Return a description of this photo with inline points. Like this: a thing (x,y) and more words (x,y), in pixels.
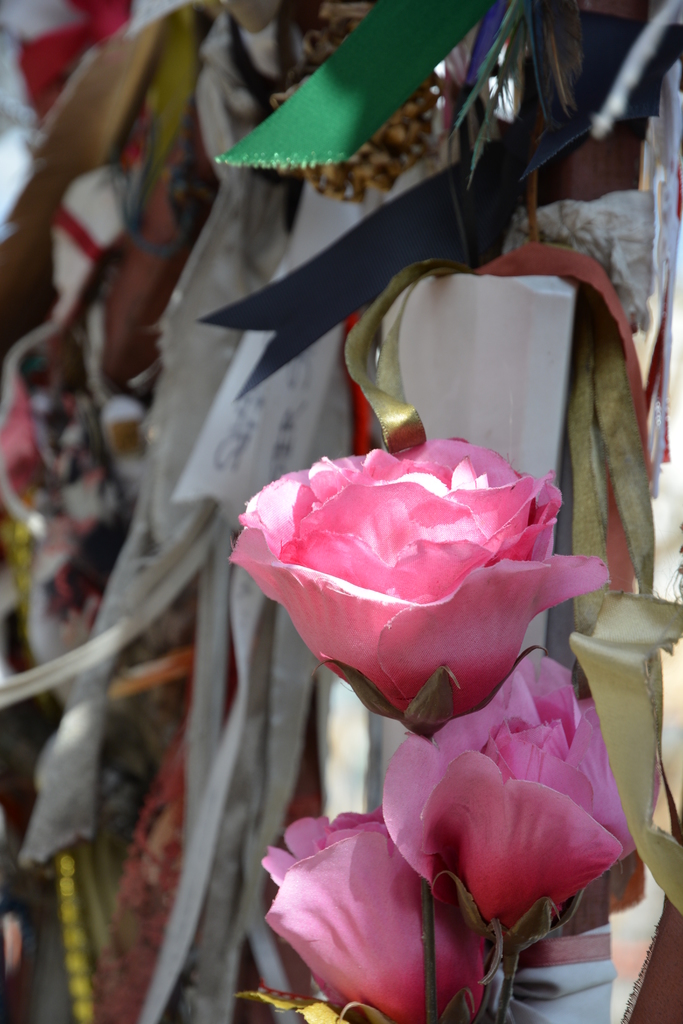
This is a zoomed in picture. In the foreground (483,839) we can see the flowers (441,737). In the background (500,74) there are some objects (237,257).
